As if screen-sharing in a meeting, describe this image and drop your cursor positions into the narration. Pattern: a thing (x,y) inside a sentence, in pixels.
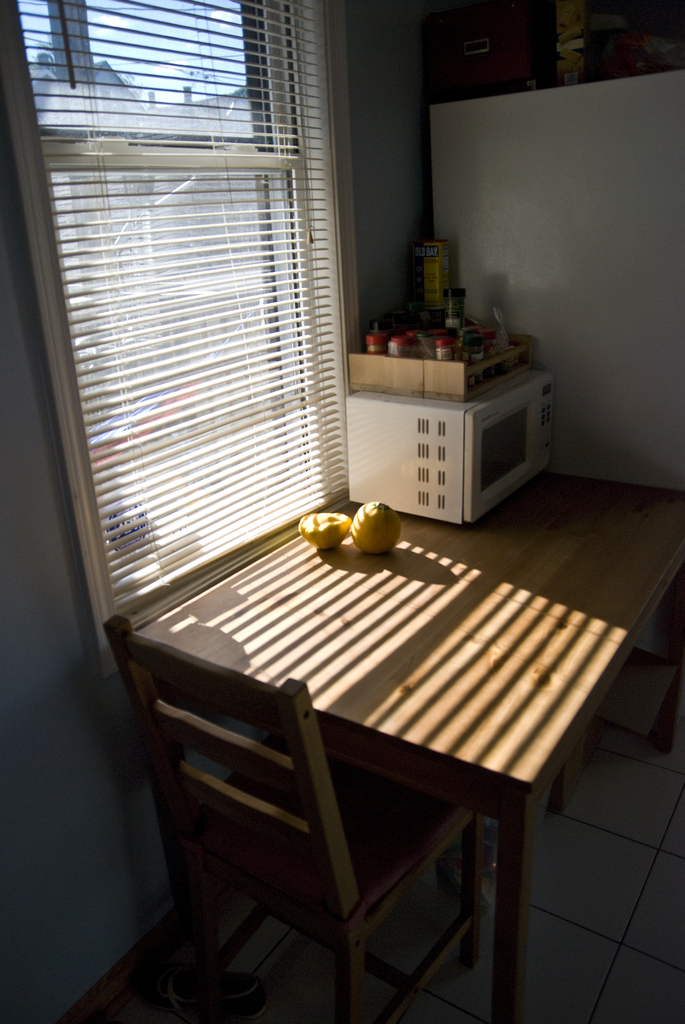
In this image I can see few fruits (382,519), an oven (434,490) on the table (409,697) and I can also see the chair (361,809). In the background (307,239) I can see the window blind (311,242) and the sky (177,58) is in white color.
